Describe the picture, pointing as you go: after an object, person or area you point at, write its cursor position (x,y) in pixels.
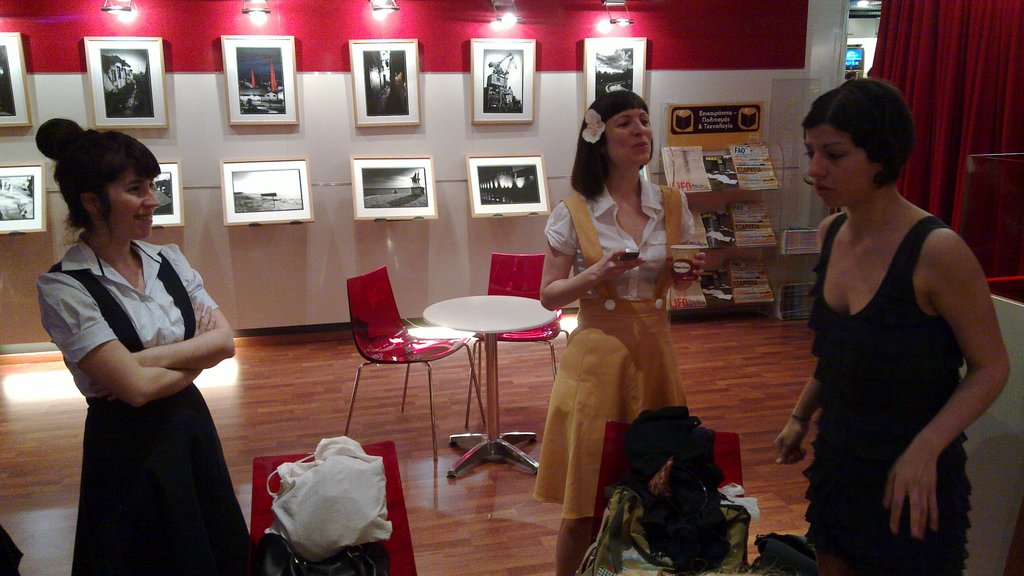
In this image on the left side (163,431) a beautiful woman (201,414) is holding her hands (161,367) and smiling. In the middle (489,338) there are chairs (557,371) and tables (482,320), there are photo frames (397,163) to the wall (407,131) with the lights (611,30). On the right side (897,352) a beautiful woman (880,357) is standing, she wore black color dress (883,379).
